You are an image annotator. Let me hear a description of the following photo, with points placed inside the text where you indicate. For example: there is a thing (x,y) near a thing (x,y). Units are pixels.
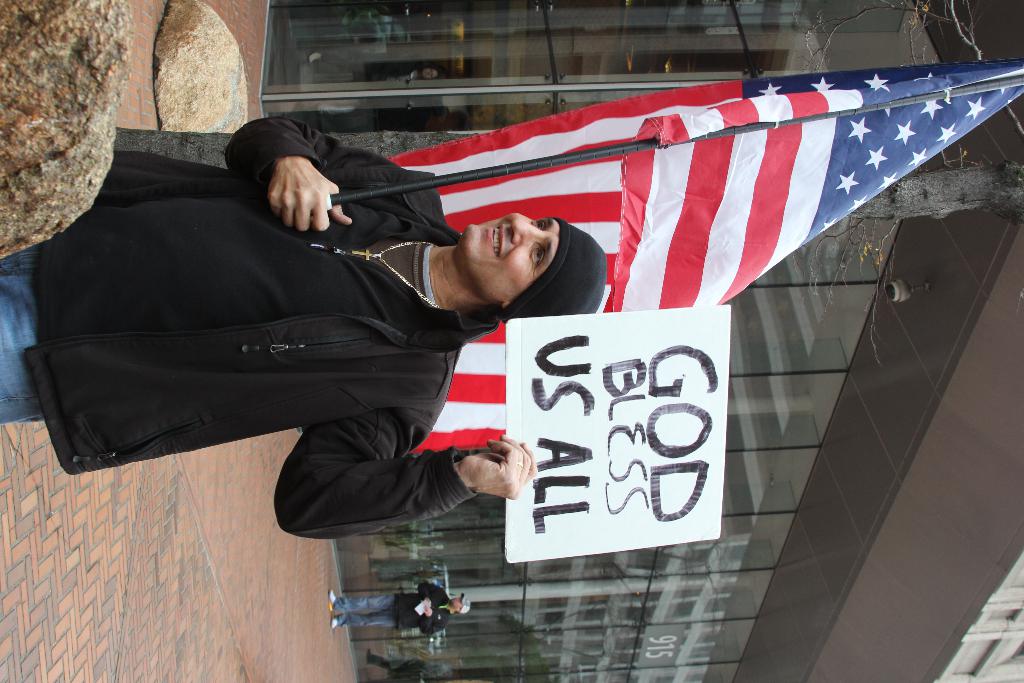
In this picture we can see a person (228,294), he is holding a flag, poster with his hands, here we can see some stones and in the background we can see people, building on the ground (250,611).
